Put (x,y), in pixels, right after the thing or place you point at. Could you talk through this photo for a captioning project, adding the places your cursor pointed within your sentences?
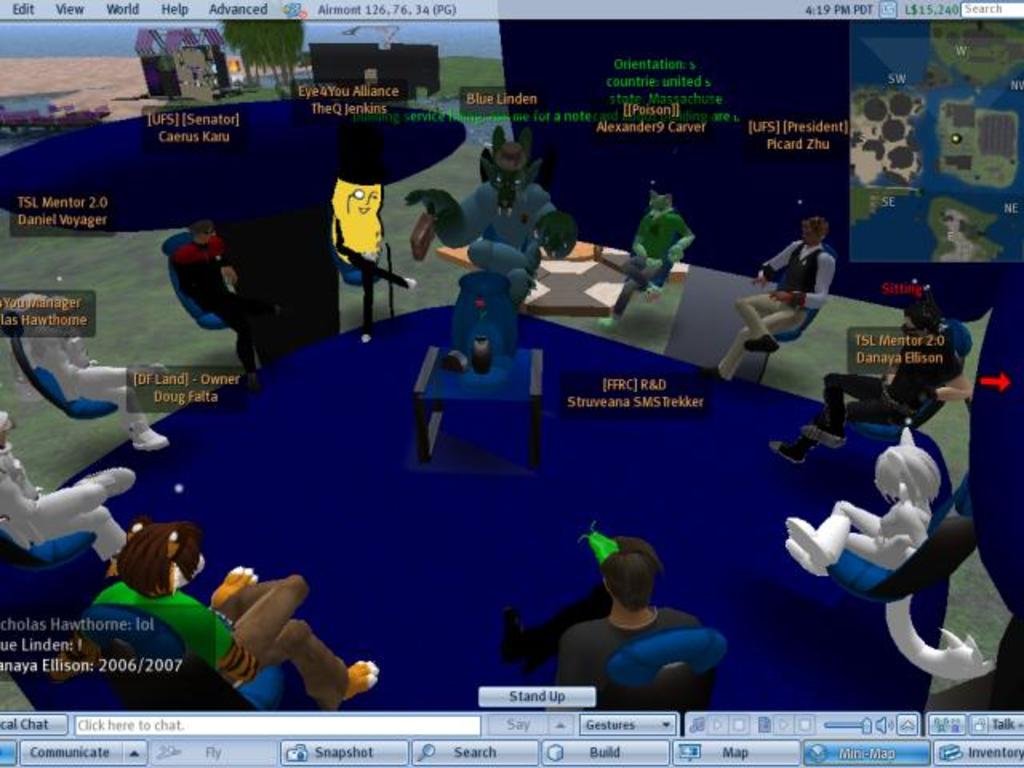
In the image we can see there is an animation image on the monitor screen (526,437) and there are animated cartoons (875,381) sitting on the chair (83,543). Behind there are trees (281,54) and there is building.
